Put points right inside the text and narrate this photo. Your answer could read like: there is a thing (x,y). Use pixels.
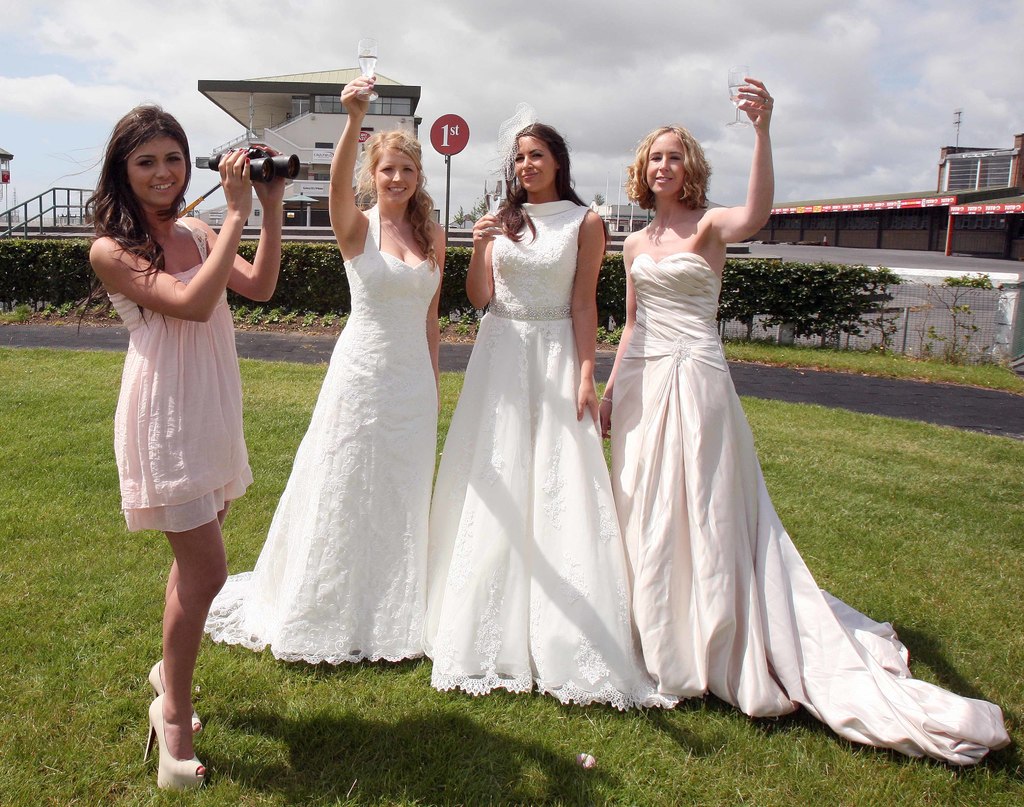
There are four ladies (714,366) standing. Three are holding glass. Lady (217,314) on the left (205,346) is holding a binocular (257,164). On the ground (62,537) there is grass (511,695). In the back (265,313) there is a road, bushes (326,261), buildings (312,155), railing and sky (697,73). Also there is a sign board (453,136).
